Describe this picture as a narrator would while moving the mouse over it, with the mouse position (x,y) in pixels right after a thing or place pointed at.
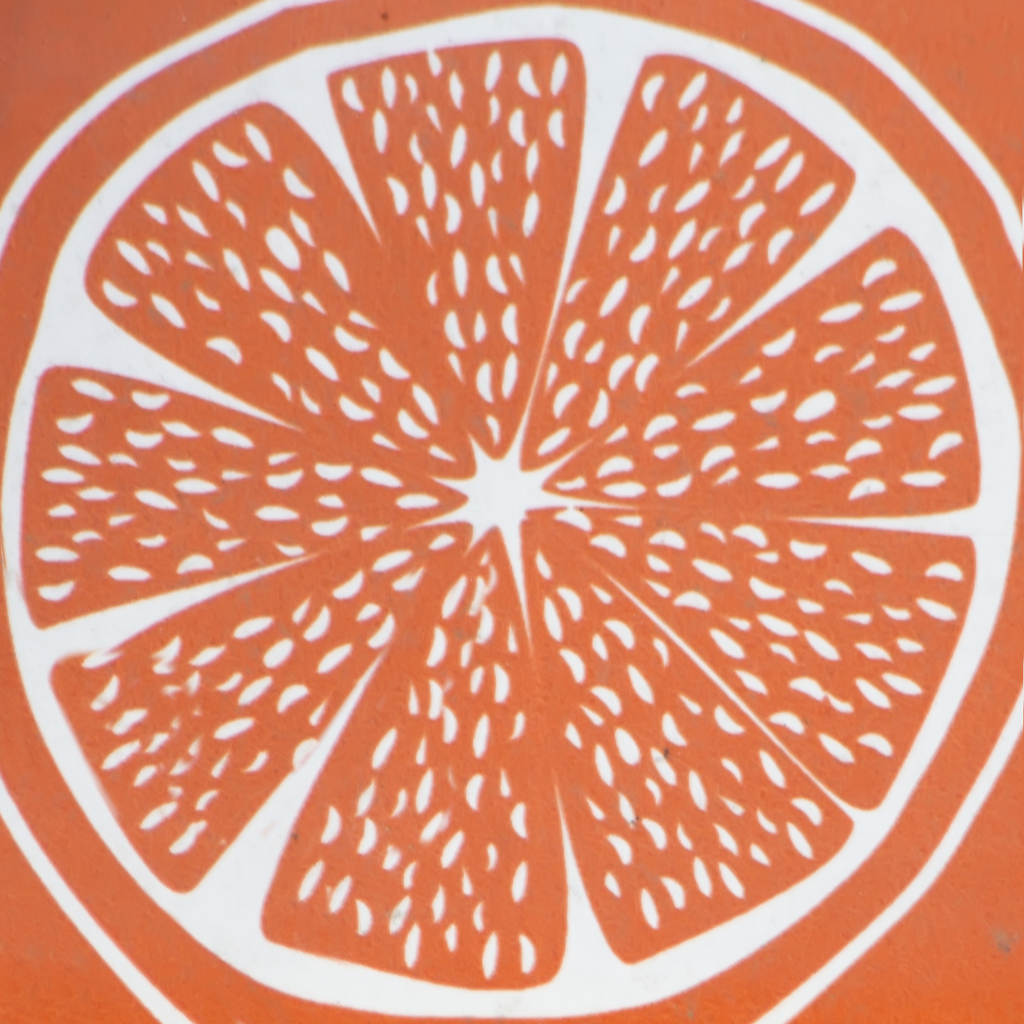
This is a painted image of a fruit (540,548) which is in orange color.
